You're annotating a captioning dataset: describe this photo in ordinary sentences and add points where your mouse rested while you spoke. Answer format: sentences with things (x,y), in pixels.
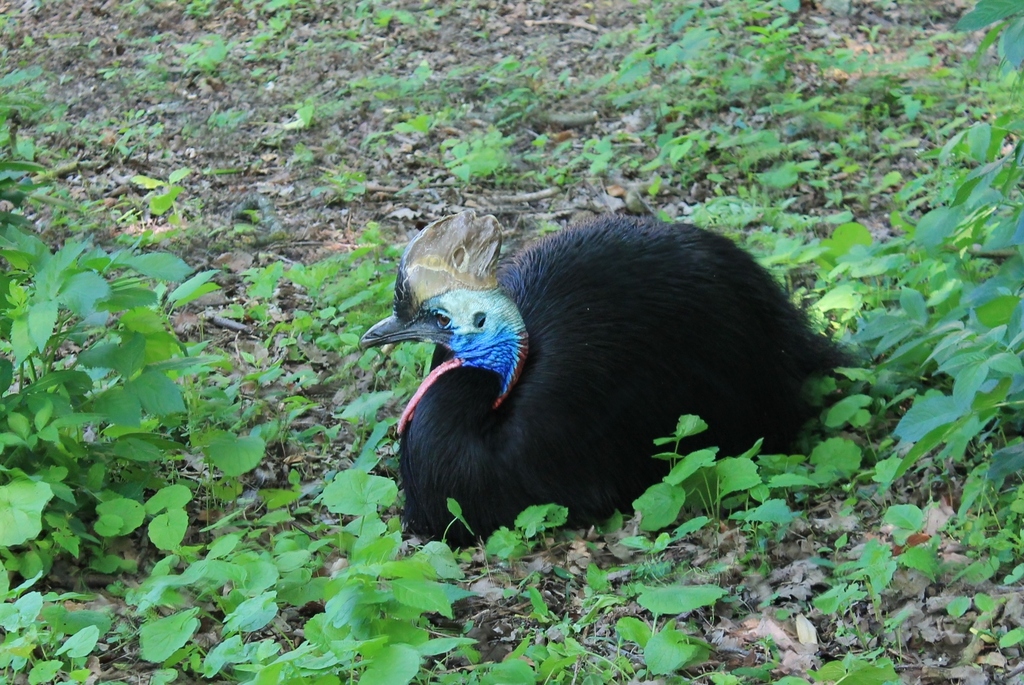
In this image there are plants (909,318), there is a bird (576,368) sitting on the ground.
